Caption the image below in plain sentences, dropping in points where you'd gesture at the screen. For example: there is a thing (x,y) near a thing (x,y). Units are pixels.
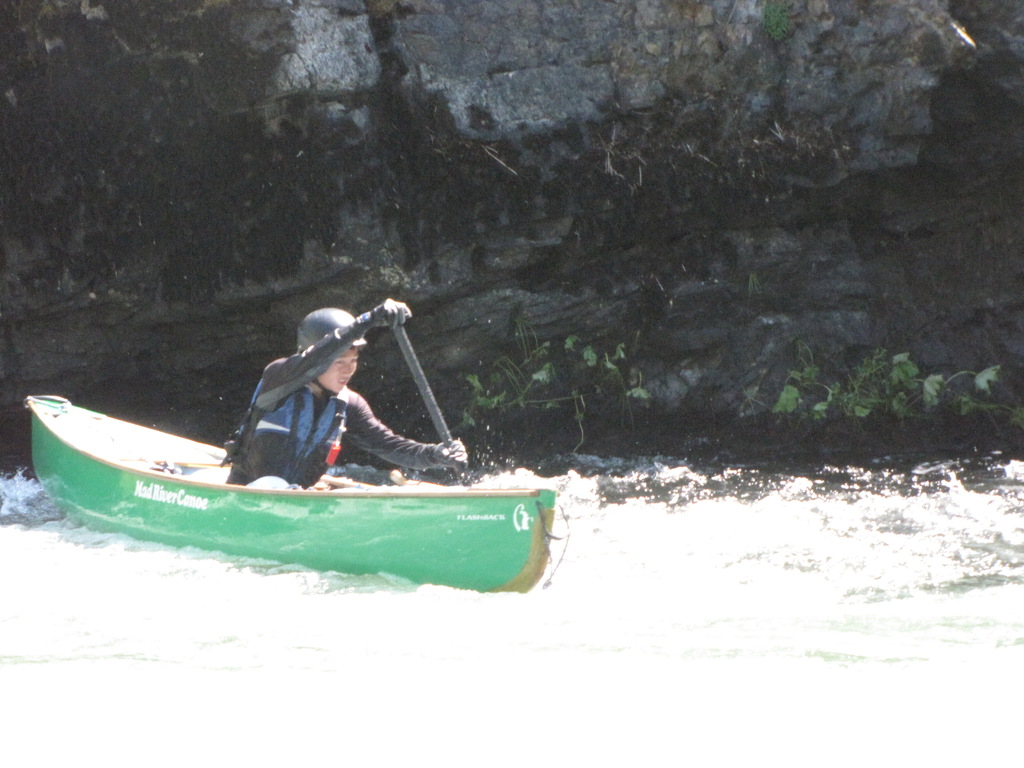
In this image, we can see a man (240,463) sitting on the boat (266,495) and rowing in the water (592,537). In the background (420,103), we can see a rock (667,121).
